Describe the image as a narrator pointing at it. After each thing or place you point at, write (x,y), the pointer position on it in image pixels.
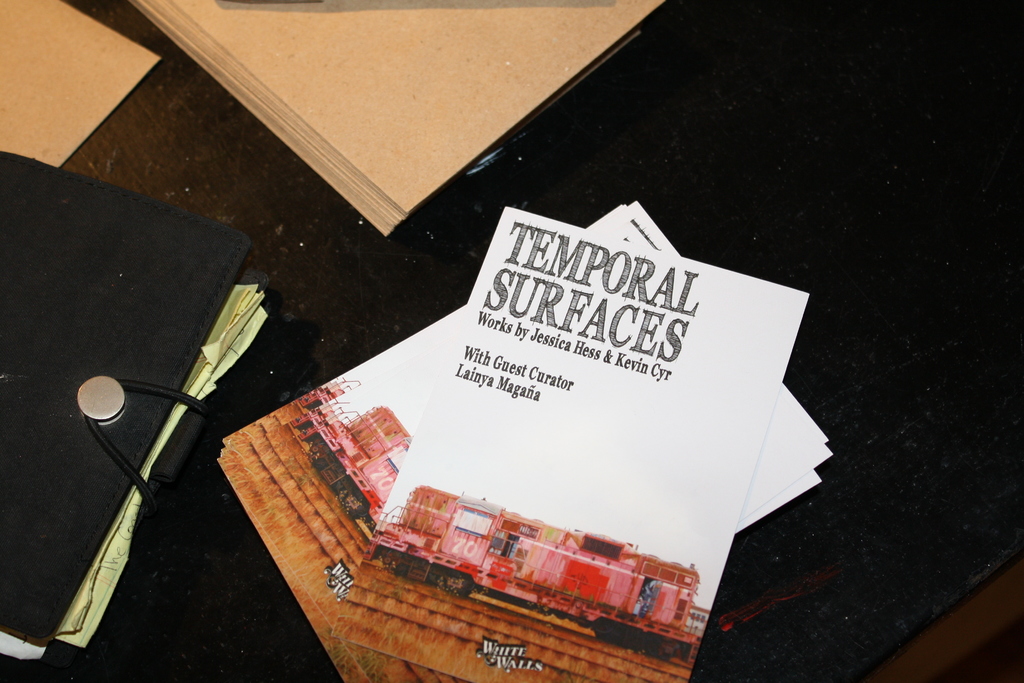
In this image, we can see some white color pamphlets (502,417) and there is a file (229,340).
